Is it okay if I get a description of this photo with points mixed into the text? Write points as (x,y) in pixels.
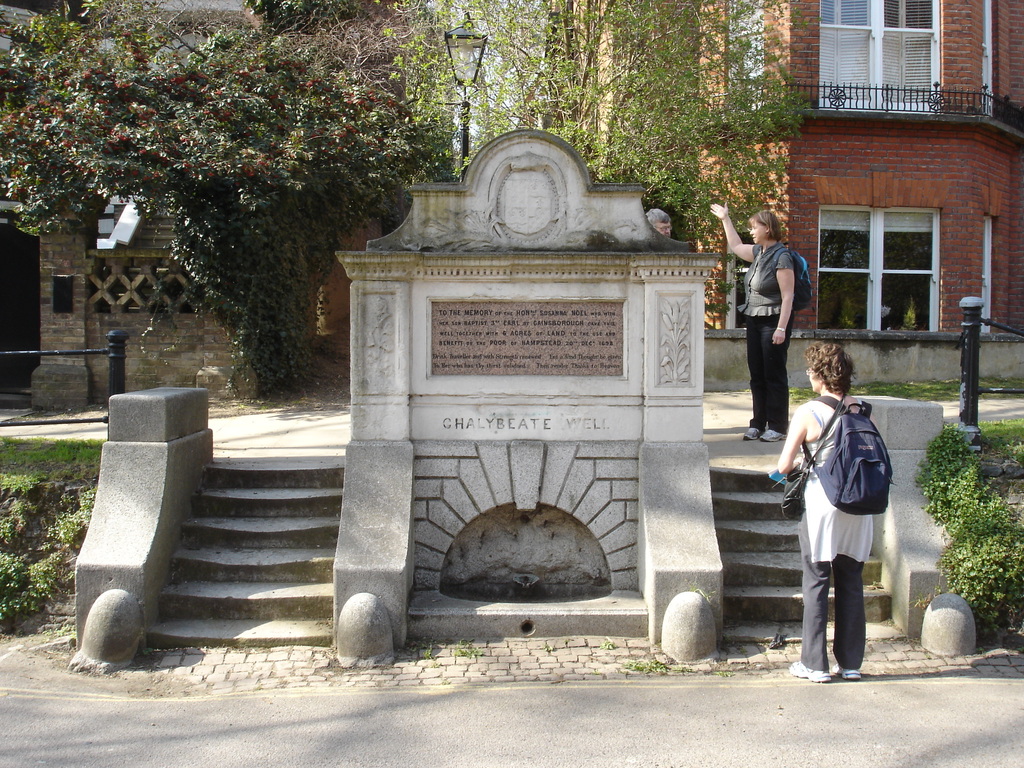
In the image there is a monument (417,492) and there are steps (236,517) on the either side of that, there are three people (816,443) on the right side (821,455) and in the background (228,199) there are some trees (451,91) and on the right side (800,62) there is a building (950,12).
